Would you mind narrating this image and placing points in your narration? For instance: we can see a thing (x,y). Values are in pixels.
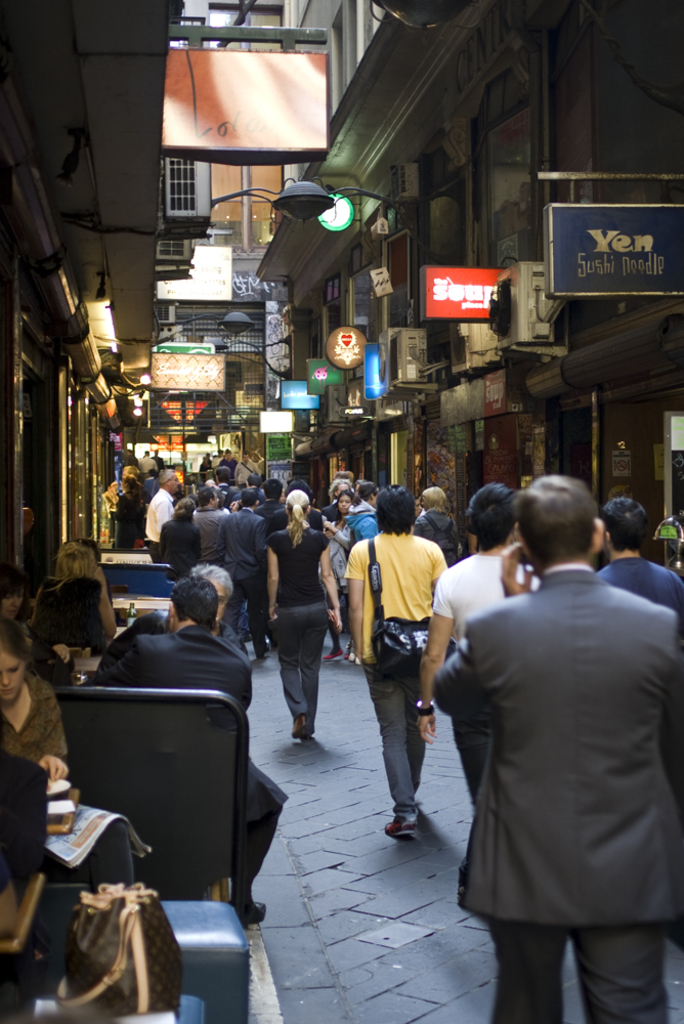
In the image we can see there are people (342,556) standing on the ground (441,787) and there are other people (122,853) sitting on the chair (186,702). Behind there are buildings (246,220).
